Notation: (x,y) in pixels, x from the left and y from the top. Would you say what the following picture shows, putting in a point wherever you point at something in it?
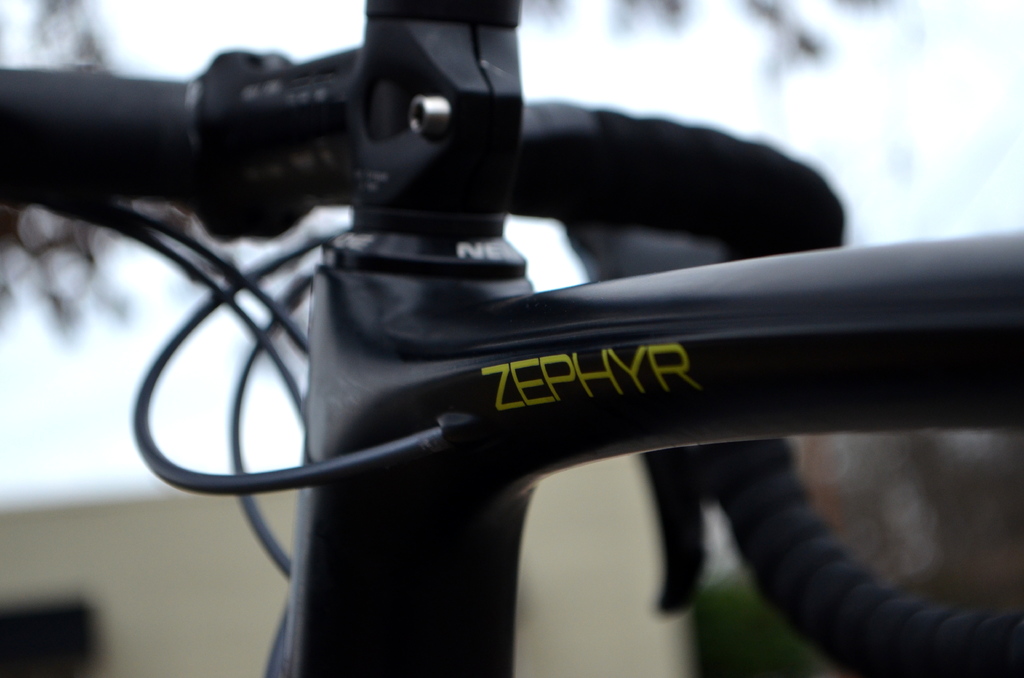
In the center of this picture (419,301) we can see the bicycle (369,358) and we can see the text (543,390) on the bicycle (528,391). The background of the image (688,36) is blurry. In the background (742,56) we can see the sky (683,52) and some other objects (601,519).
